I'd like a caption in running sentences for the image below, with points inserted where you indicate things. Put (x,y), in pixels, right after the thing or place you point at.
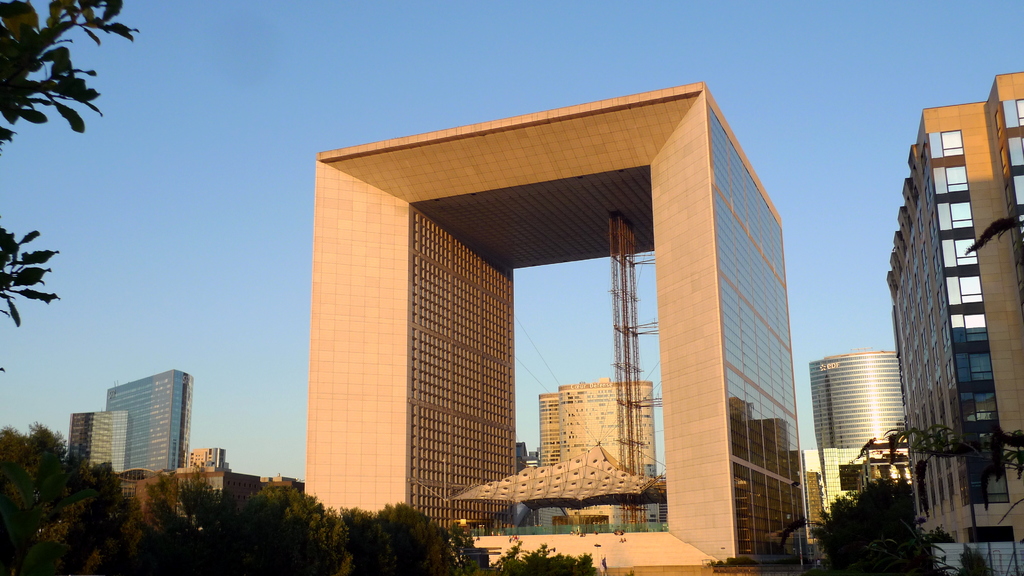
In this image there are trees (59,77) and buildings (126,450) on the left (78,507) and on the right corner (894,322). There are buildings (684,395), trees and objects (590,503) in the foreground (540,531). And there is sky (610,8) at the top (465,84).
